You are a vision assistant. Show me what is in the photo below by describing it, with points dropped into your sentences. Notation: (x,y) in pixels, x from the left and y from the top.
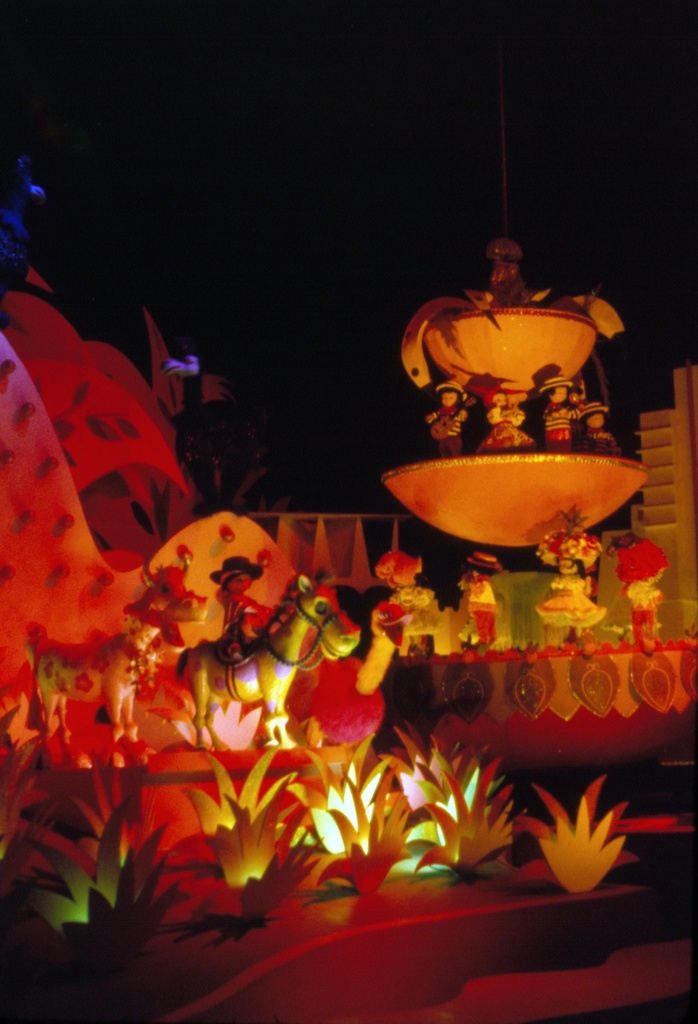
On the right side of the image (570,701) we can see fountain (506,367). On the left side of the image (231,603) we can see toys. In the background (232,139) there is sky (228,124).
